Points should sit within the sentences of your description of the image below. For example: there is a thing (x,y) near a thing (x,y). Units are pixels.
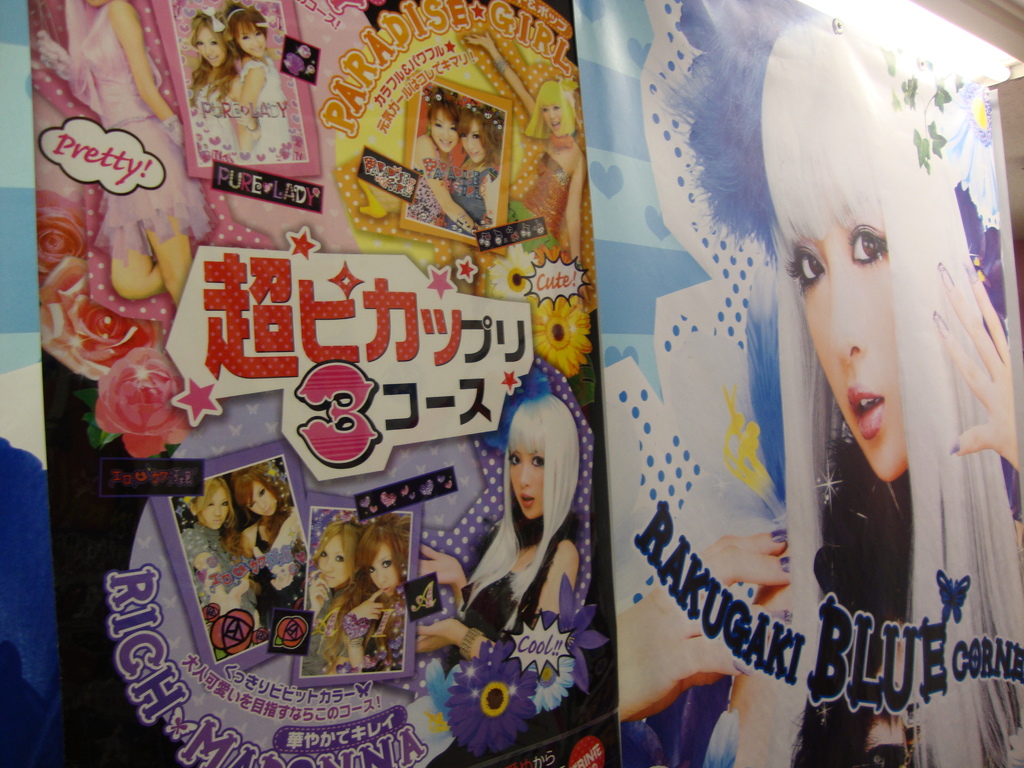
This image consists of a poster (550,343) with a few images (811,533) of women (894,510) and there is a text (230,674) on it.
